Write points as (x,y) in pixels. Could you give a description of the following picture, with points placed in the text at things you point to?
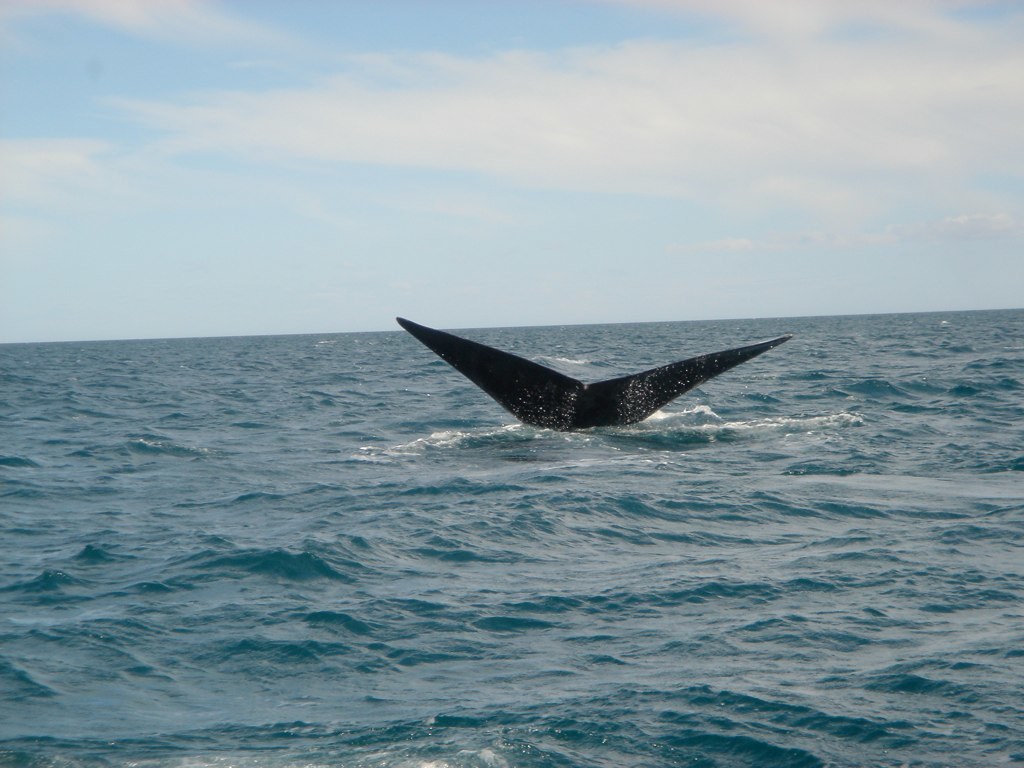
In this picture we can see a fishtail (434,332), water (651,338) and in the background (458,71) we can see the sky (541,257) with clouds (500,159).
